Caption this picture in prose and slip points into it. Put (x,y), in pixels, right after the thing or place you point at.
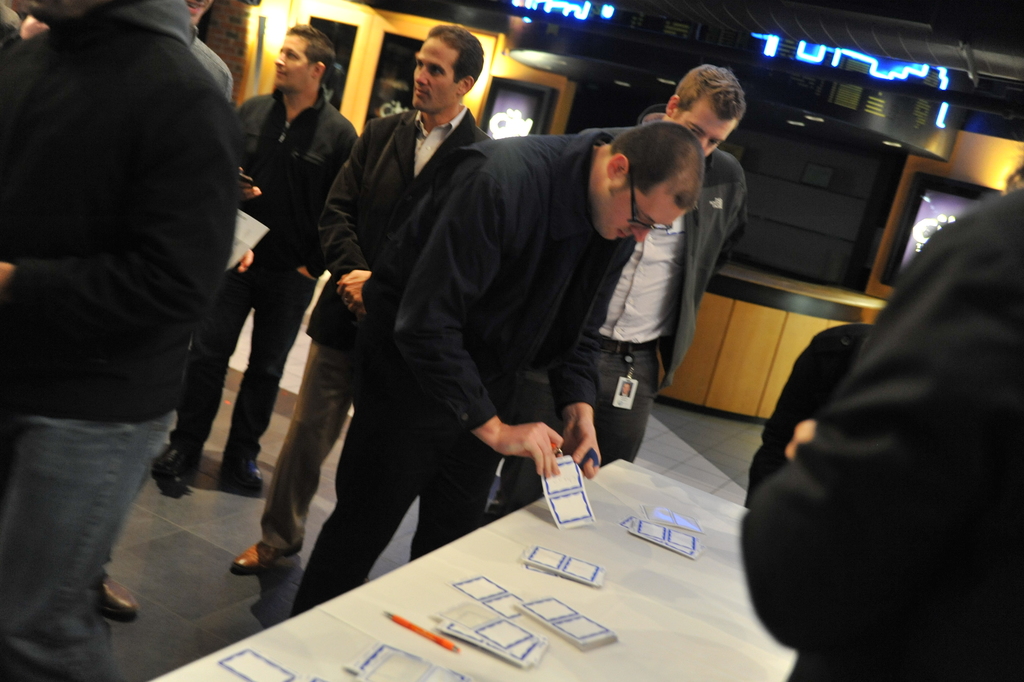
In the foreground of this image (584,603), there are cards (549,608) and a pen (426,634) on a table (670,633). On either side to the table (687,629), there are people (393,406) standing on the floor (238,530). In the background (739,332), there is a circular desk (804,339), wall (767,184), few lights (577,11) and the door (360,59).
